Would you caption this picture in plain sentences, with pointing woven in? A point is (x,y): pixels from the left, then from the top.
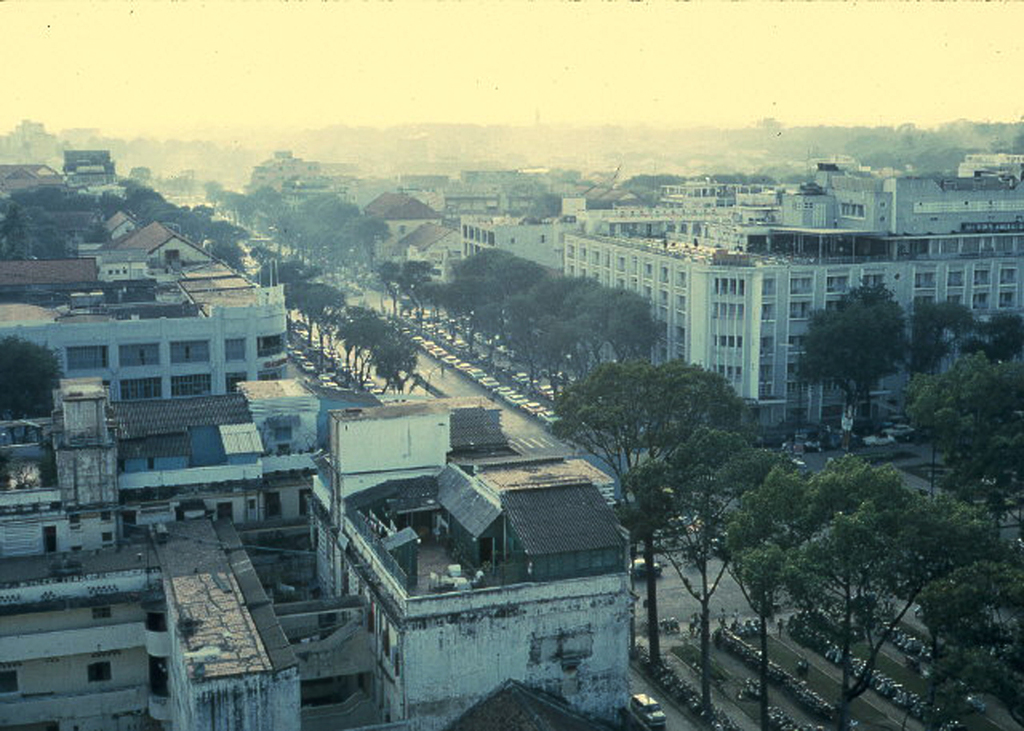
This is the top view of the city (170,484), in this image there are buildings (128,333), trees (930,405) and vehicles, people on the roads (904,446).
